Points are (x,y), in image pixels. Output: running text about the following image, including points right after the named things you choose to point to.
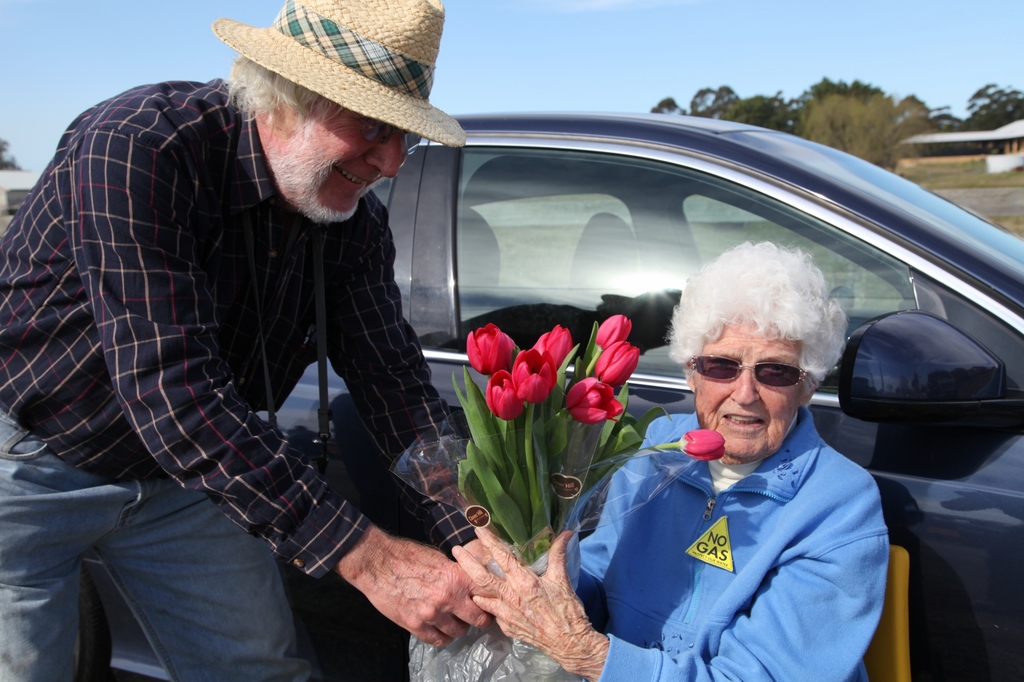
In this image I can see two persons (406,357). In front (816,588) the person (724,459) is sitting and holding few flowers (484,332) and the flowers (595,384) are in pink color. In the background (646,238) I can see the vehicle (646,238), few trees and plants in green color and the sky (570,49) is in blue color.
